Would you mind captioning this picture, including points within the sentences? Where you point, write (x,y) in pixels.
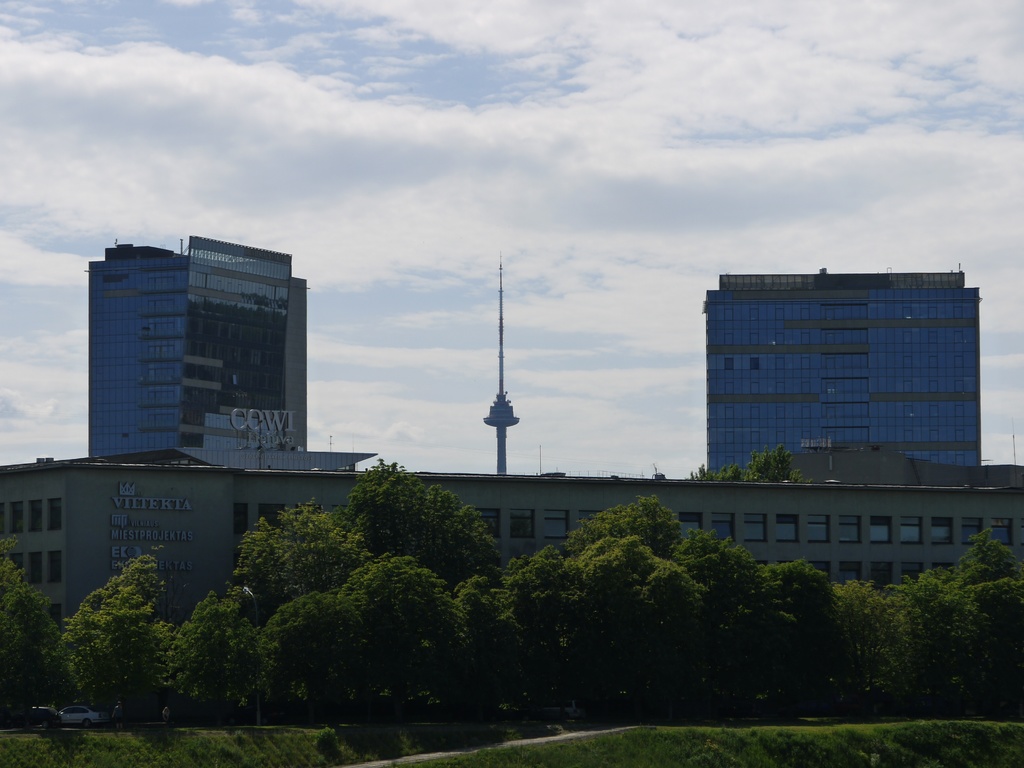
In the foreground of the picture (436,600) there are trees (551,647) and grass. In the center of the picture (523,497) there are buildings (813,518) and trees (708,470). In the background (427,196) it is sky (701,240), sky (636,139) is cloudy.
